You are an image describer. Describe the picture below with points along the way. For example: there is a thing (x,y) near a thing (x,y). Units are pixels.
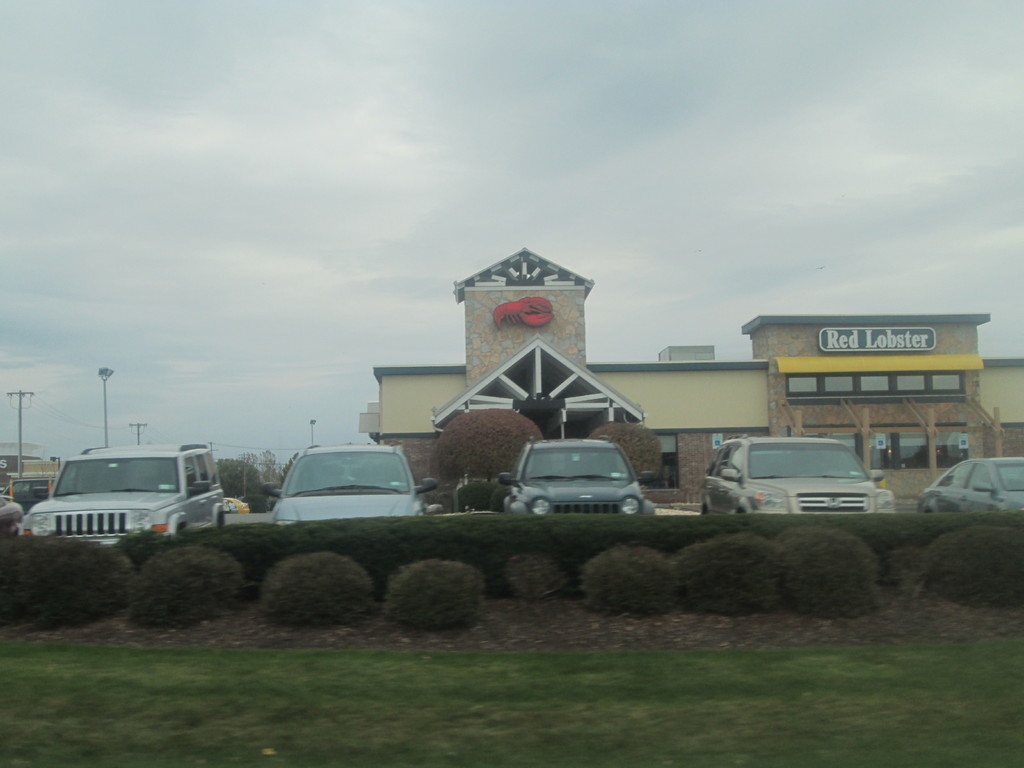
In the center of the image (610,494) we can see group of vehicles (45,528) parked on the ground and some plants (615,557). In the background (947,420), we can see buildings (846,407) with windows (816,376), sign boards (892,338), group of trees (281,467), poles (312,430) and the cloudy sky (469,170).
